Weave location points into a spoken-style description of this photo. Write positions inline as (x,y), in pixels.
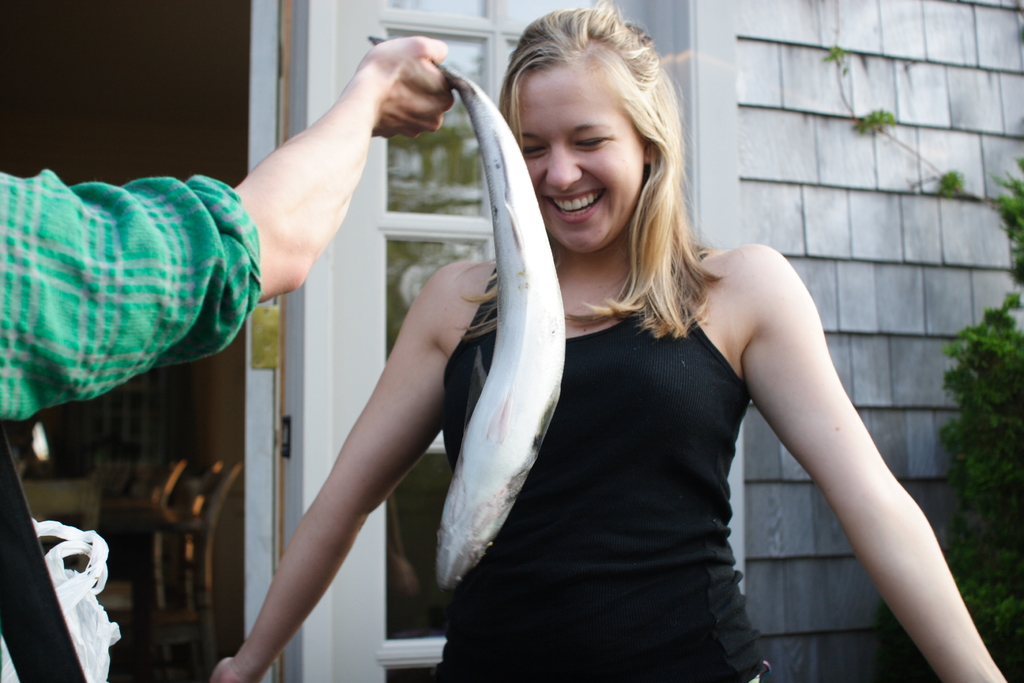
In this image there is a woman (680,488), she is wearing black color dress (637,574) and there is a man (155,263), he is holding a fish (536,288) in his hands (404,74), in the background (935,408) there is a wall (929,344) to that wall (905,397) there is a door (332,392), on the right (993,387) there is a plant (992,429).
